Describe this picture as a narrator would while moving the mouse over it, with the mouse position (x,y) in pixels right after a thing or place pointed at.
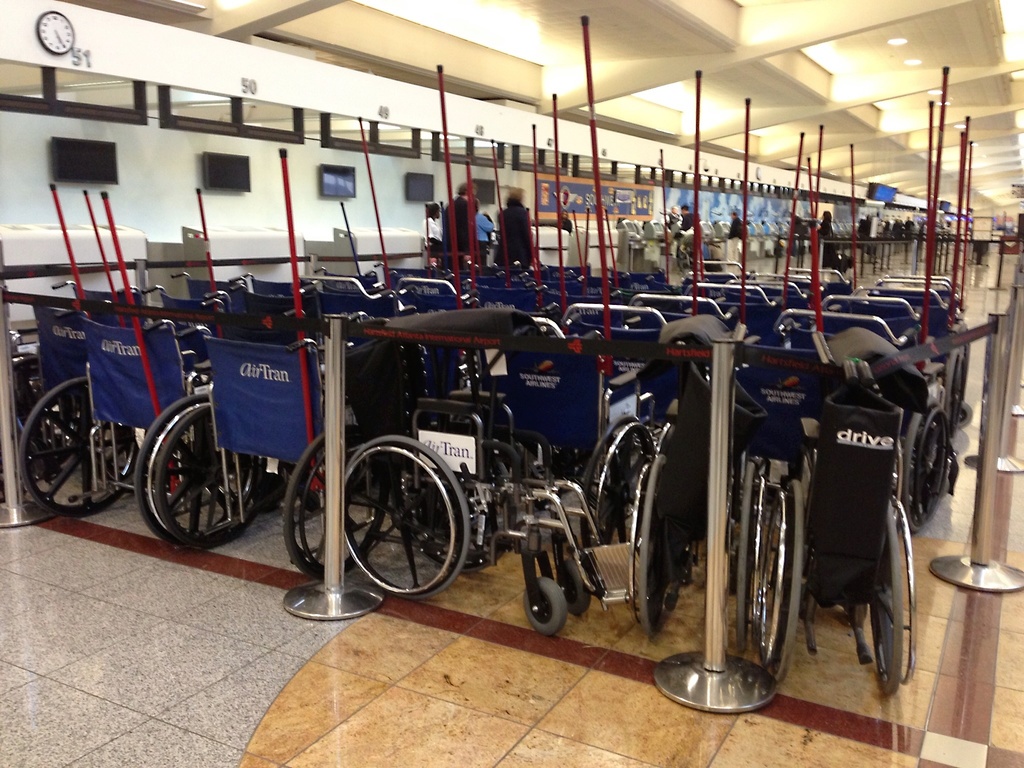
In the center of the image (592,474) we can see a group of wheelchairs (462,282) placed on the ground (1011,521). In the foreground (956,573) we can see the poles (1008,372) with ropes (875,370). In the background (642,233), we can see machines (782,235) placed on the ground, group of televisions (88,165) and a clock (54,25) placed on the wall (38,215) and some lights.
